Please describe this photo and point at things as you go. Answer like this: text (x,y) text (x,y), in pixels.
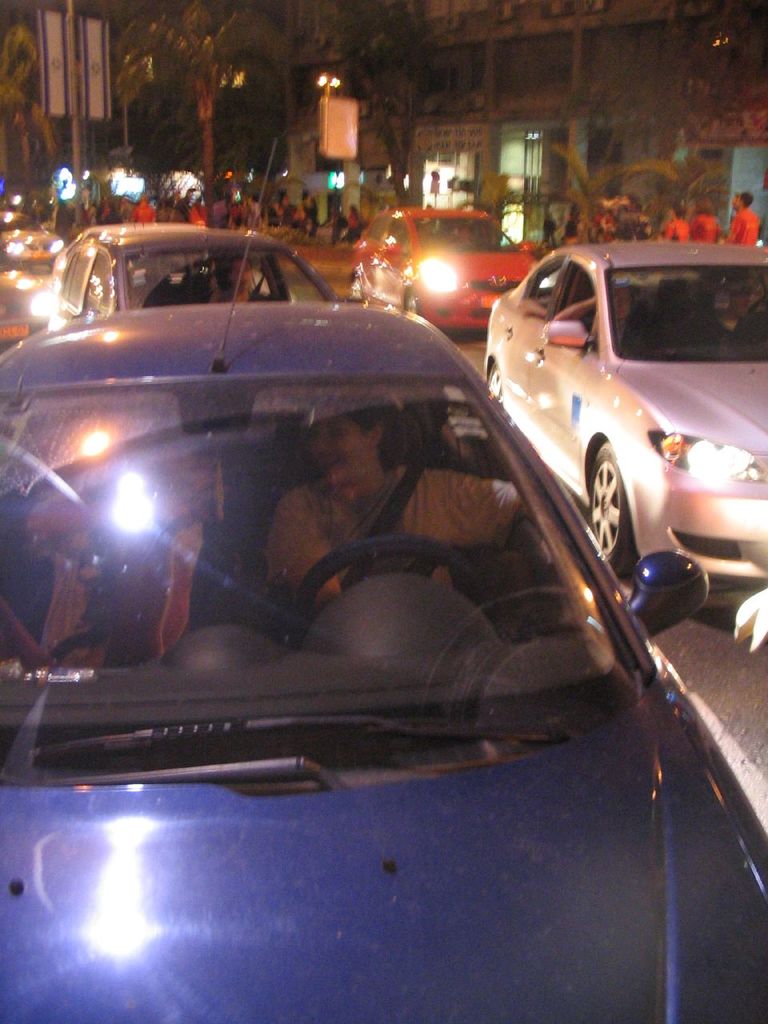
In this picture we can see the road (731,648) on the road (731,648) some vehicles (311,369) are moving and side of the road (767,646) people (684,237) are walking at the background (743,141) we can see the buildings (491,125) trees (360,99) electric poles (79,138).
